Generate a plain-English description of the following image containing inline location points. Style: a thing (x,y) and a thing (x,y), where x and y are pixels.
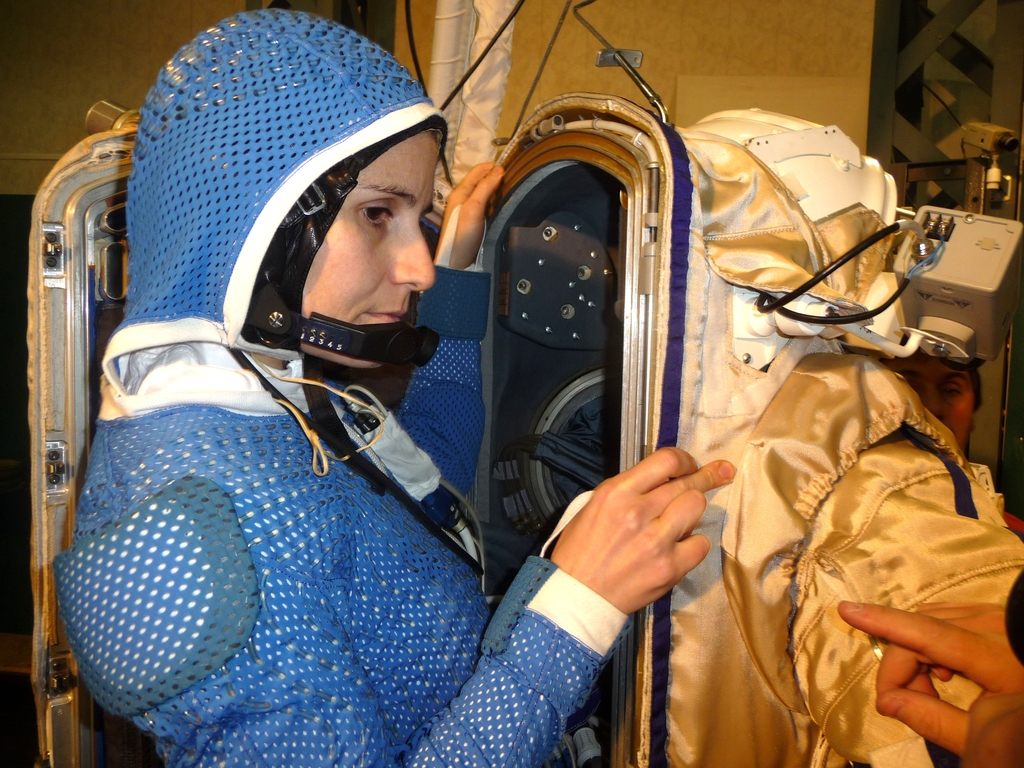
In this picture there is a woman (358,199) who is wearing blue dress (157,634). She is standing near to the door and clothes (742,425). In the bottom right corner (1012,746) we can see the person's hand (1003,683).
